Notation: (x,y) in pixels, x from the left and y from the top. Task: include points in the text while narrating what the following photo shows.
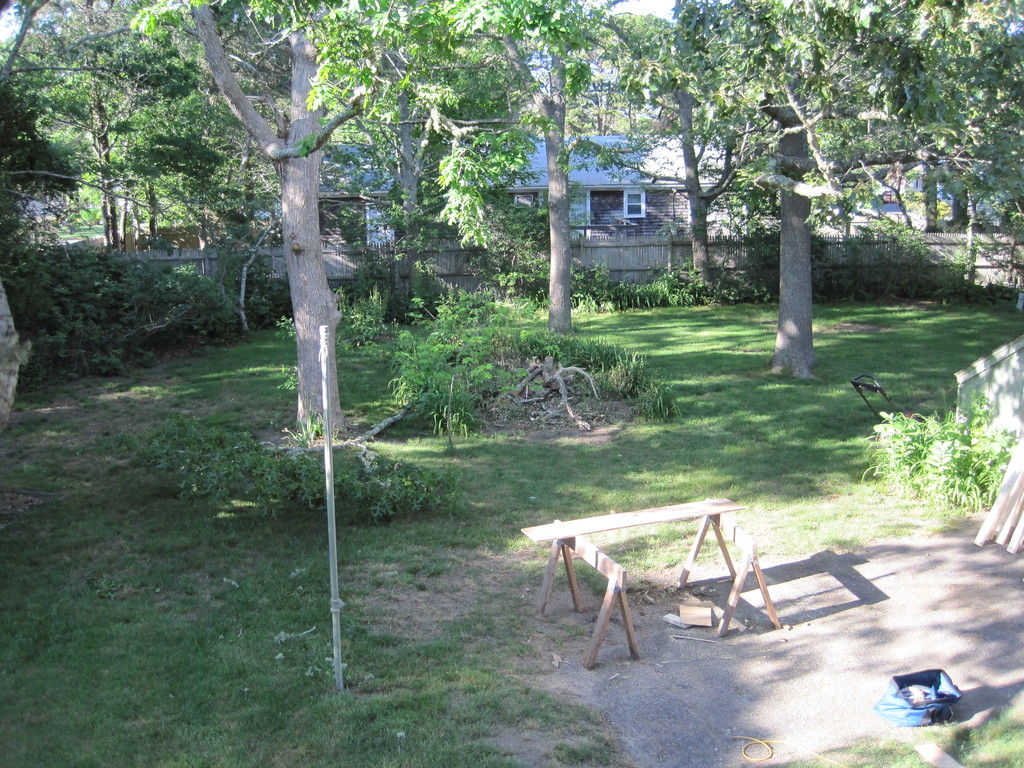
At the bottom (600,571) we can see a wooden stand (573,579), pole (328,388) and an object (919,675) on the ground (572,693). In the background (542,344) there are trees (857,157), grass (751,380), houses (381,191), windows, fence (376,251) and sky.
